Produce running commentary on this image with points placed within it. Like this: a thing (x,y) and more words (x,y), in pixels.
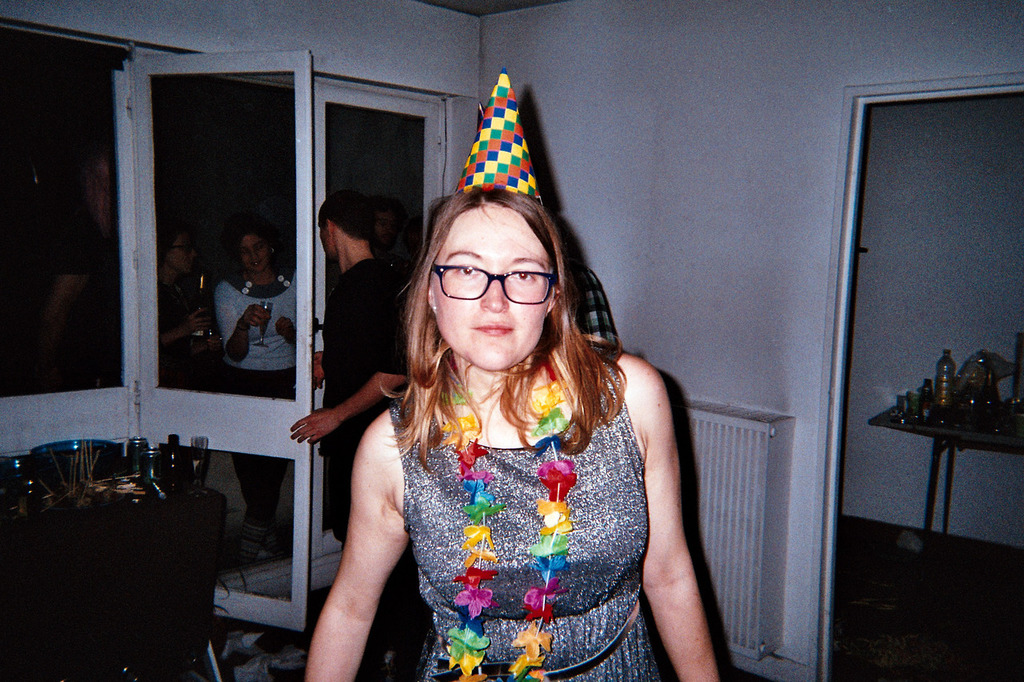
In the center of the image (456,367), we can see a lady (487,316) wearing glasses (473,276), a cap (508,157) and flower garland (465,476). In the background (255,232), there are people (255,225) and we can see a glass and some objects (989,413) the tables (934,421) and some are holding some objects (200,279) in their hands (256,316) and there is a wall (681,96).
